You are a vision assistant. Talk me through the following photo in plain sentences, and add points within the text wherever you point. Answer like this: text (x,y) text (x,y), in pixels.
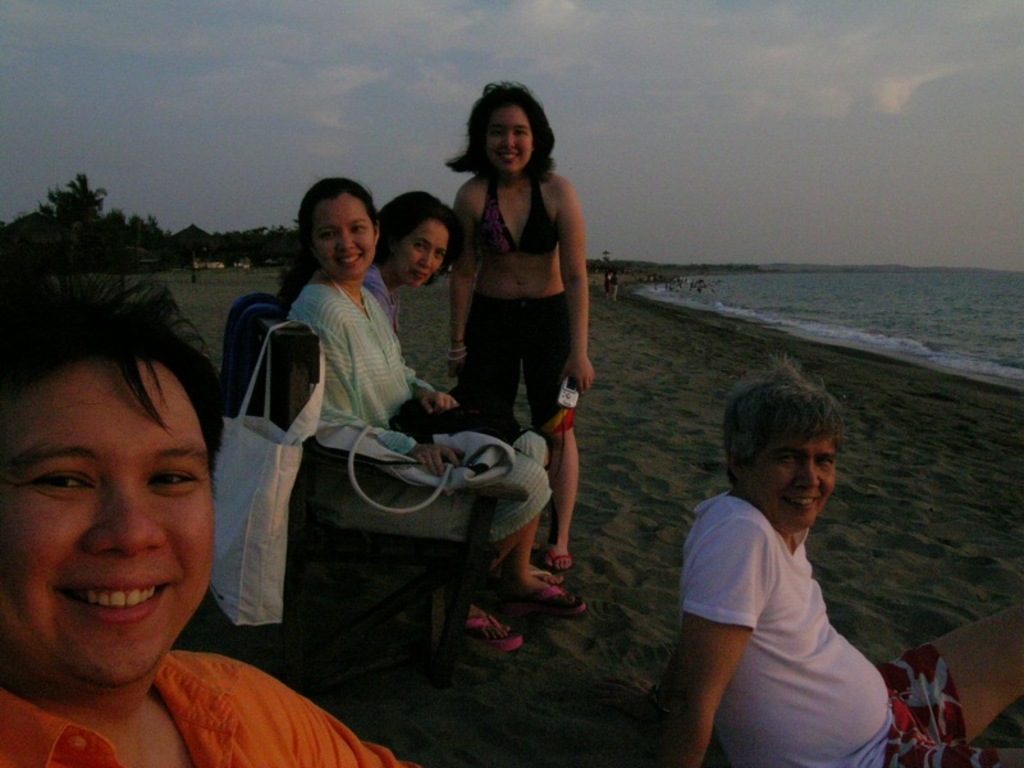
In this picture I can see people (361,405) among them a woman (536,326) is standing and rest of the people (526,456) are sitting. These people (342,354) are smiling. In the background (316,105) I can see the sky (345,83), people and trees (250,235). On the right side (908,297) I can see water (877,327).
